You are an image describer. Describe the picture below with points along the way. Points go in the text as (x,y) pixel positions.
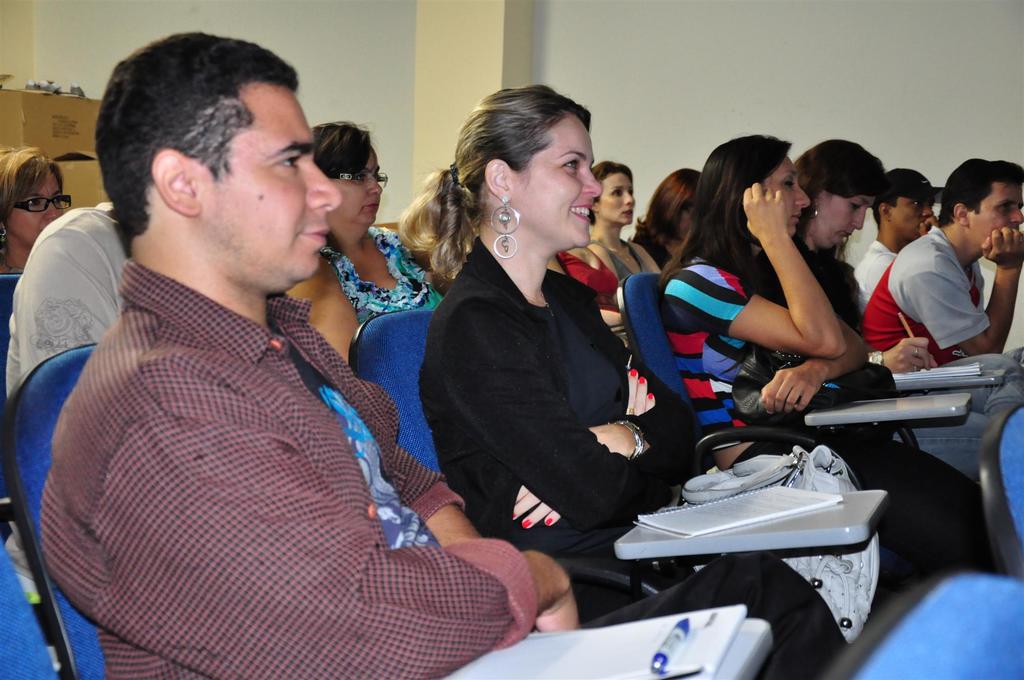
There are groups of people (378,231) sitting on the chairs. These look like the desks (859,493) with the books (717,530) and pens (679,633). This looks like a pillar (505,73). Here is a wall (538,69). On the left corner of the image (49,135), I think these are the cardboard boxes (58,113).
